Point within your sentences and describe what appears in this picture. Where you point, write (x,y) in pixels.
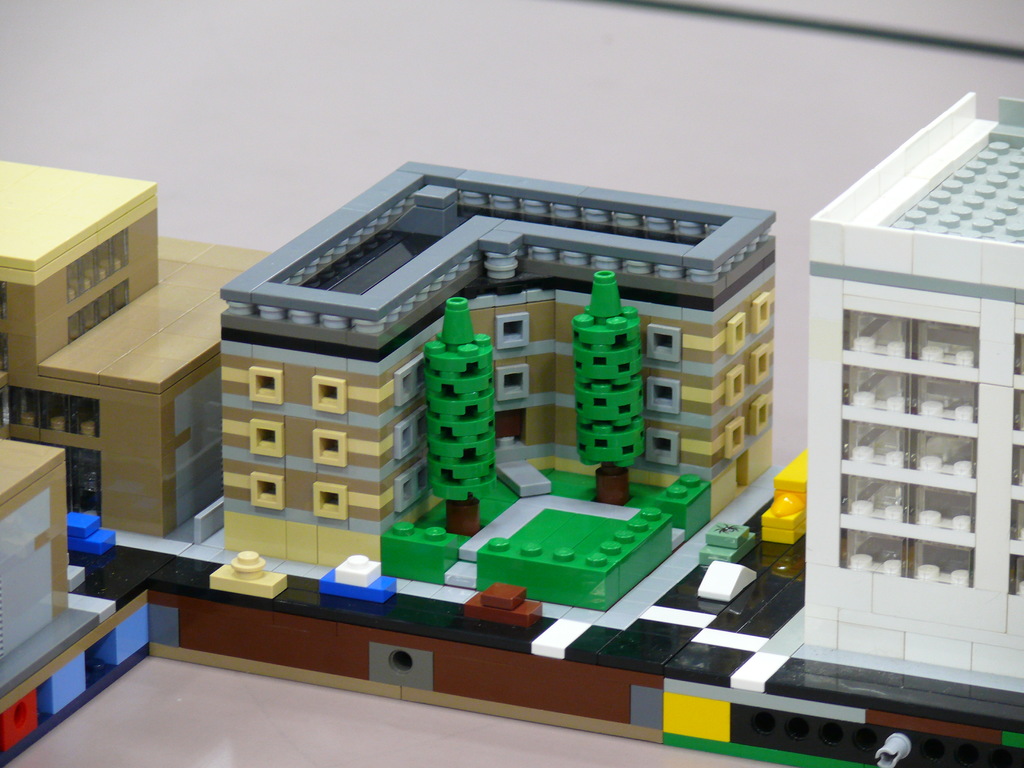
In this image, we can see some toy buildings (988,522).
